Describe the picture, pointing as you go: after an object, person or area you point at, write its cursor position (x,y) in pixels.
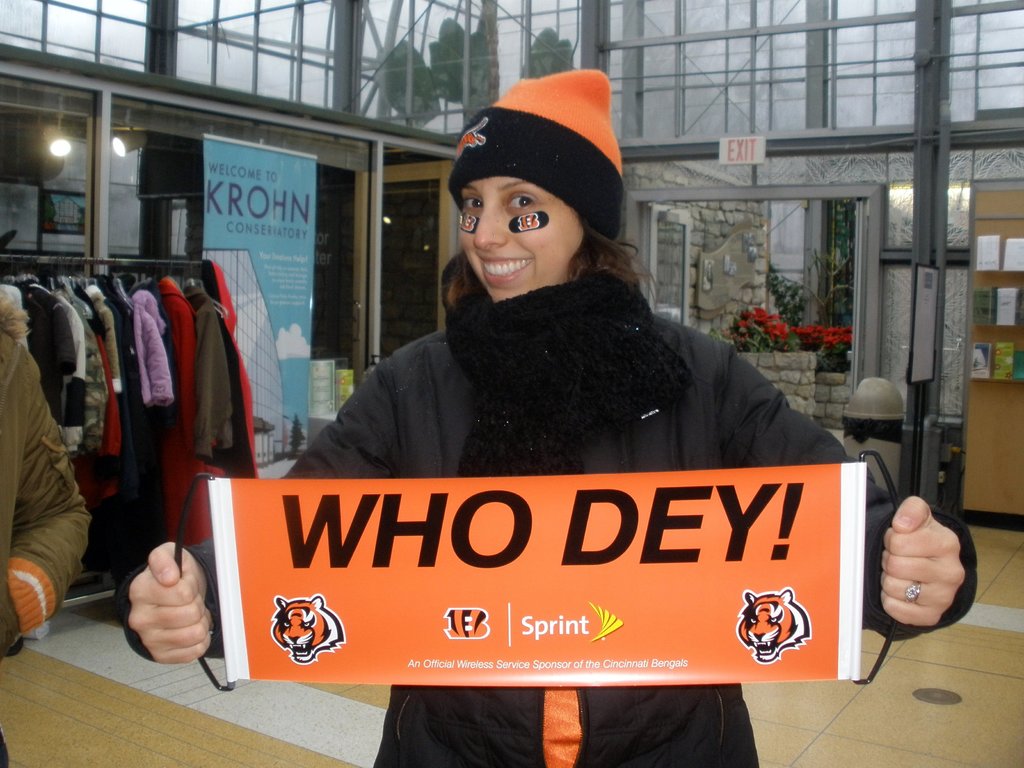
In this picture I can observe a woman (496,314) wearing a cap (566,150) on her head (490,276). The woman (562,181) is smiling. She is holding an orange color poster (453,557) in her hands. I can observe some text (529,624) on the poster (547,569). On the left side (115,341) there are some hoodies (101,453) and clothes (132,371) hanged to the hangers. In the background (270,183) I can observe blue color poster (248,250).
